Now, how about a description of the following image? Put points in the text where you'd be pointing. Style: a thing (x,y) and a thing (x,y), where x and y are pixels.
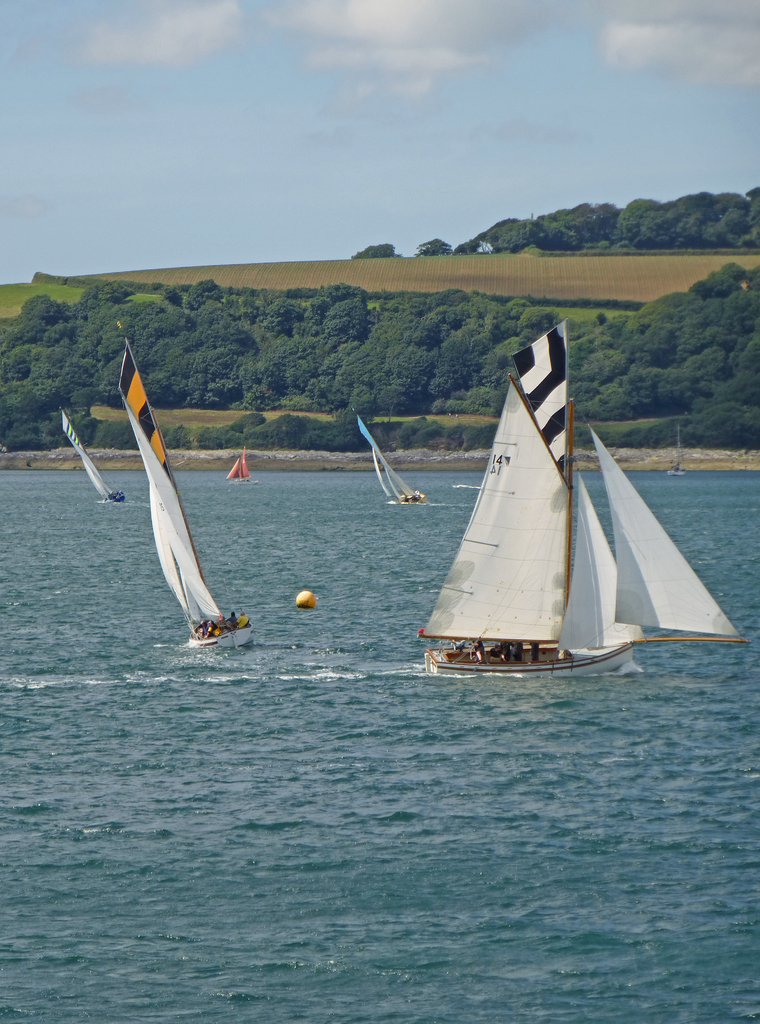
In this picture we can see few boats (480,630) on the water (303,609) and we can find few people (200,632) in the boats (222,635), in the background (146,311) we can see few trees (126,311) and clouds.
